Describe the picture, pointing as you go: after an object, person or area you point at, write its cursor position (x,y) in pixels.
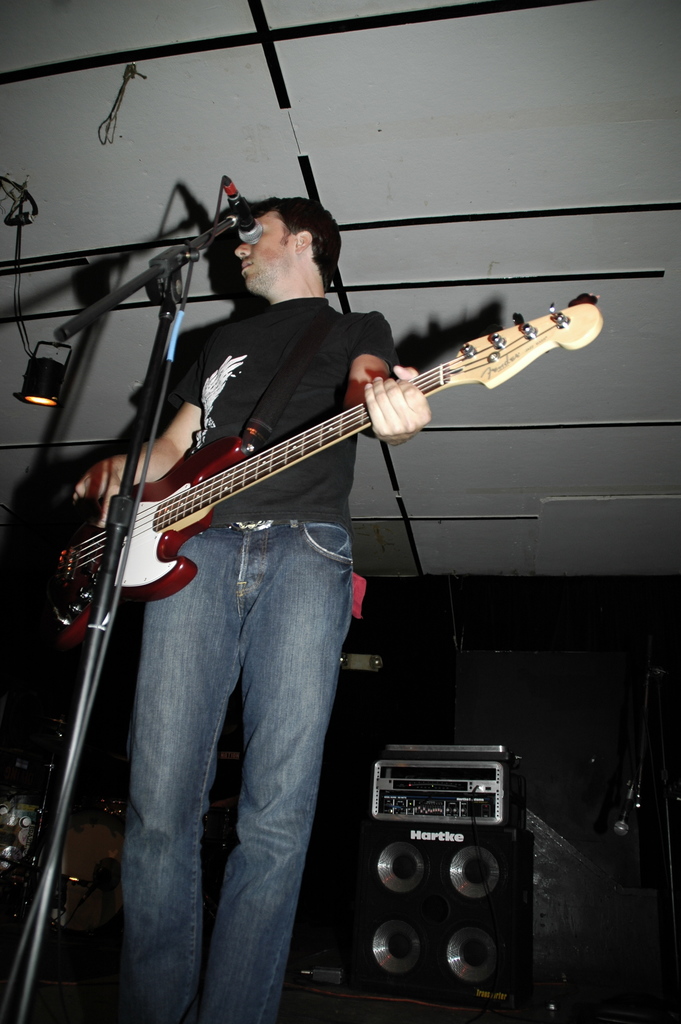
In this picture we can see man (173,679) standing holding guitar (536,339) in his hand (107,515) and playing it and in front of him we have mic (255,232) and in background (408,770) we can see speakers (407,969), wall (549,608), light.
